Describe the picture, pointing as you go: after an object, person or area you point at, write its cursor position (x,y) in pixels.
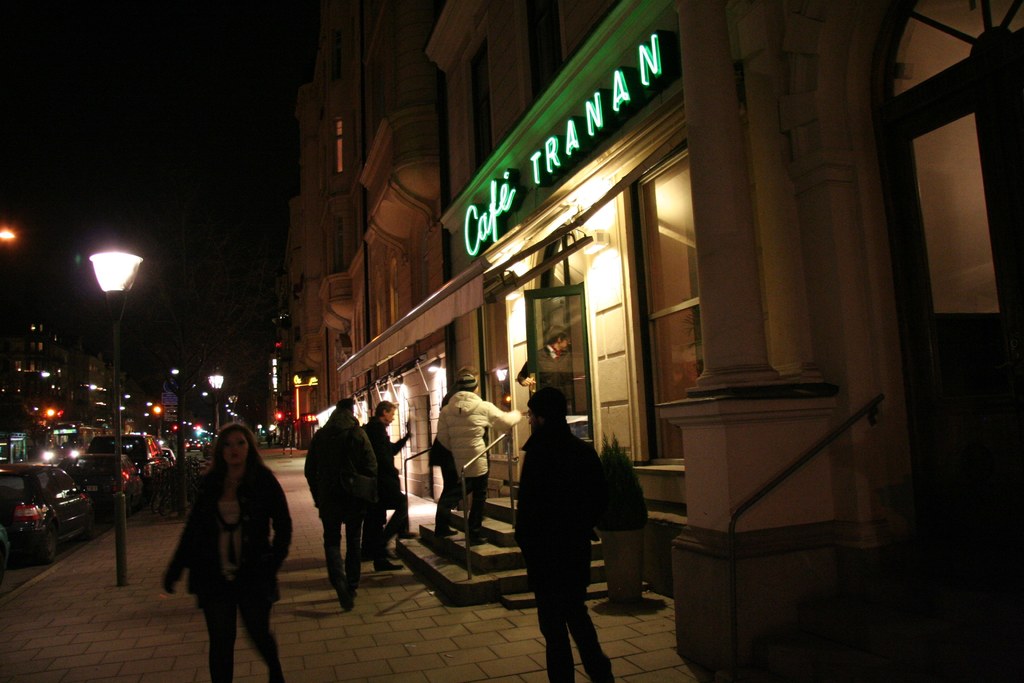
In this image we can see a few people (468,453) walking on the pavement (151,595), there are a few cars (89,525) on the road (30,563), there are street lights (125,277), a potted plant (617,531) in front of the building (538,308), there is a building (609,201) with text (618,112), stairs (479,553) and door (557,311) on the right side of the picture (734,285).
